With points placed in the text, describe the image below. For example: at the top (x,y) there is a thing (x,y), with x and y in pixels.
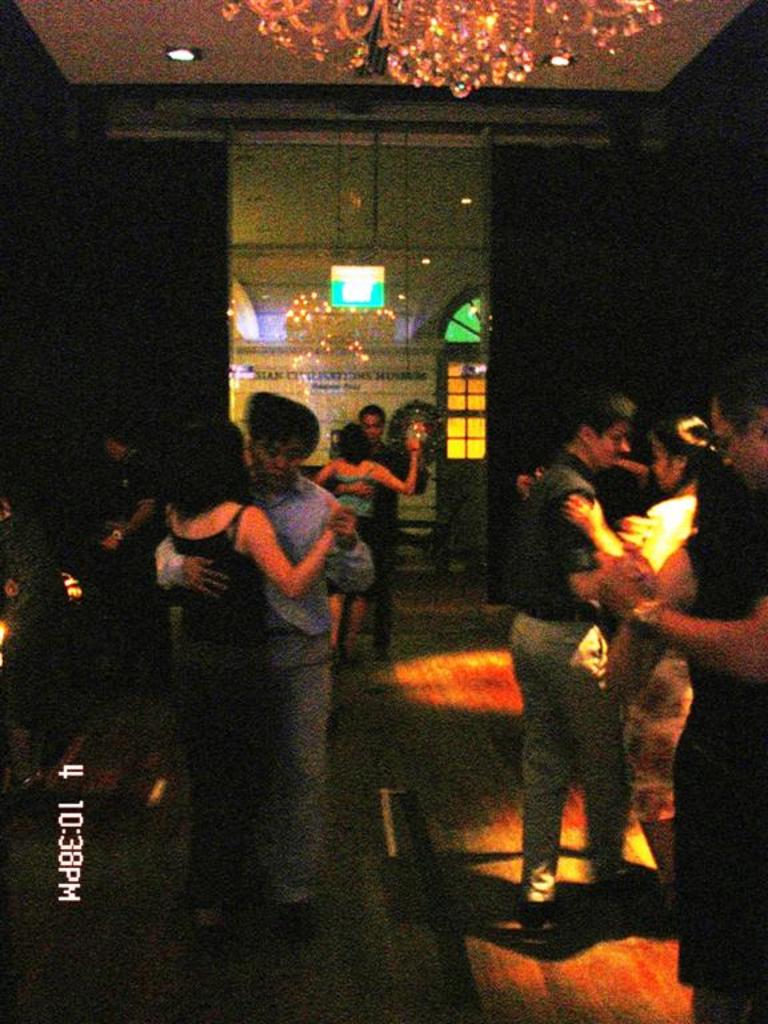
There are many people (135,511) dancing. On the ceiling (339,55) there is a chandelier (439,35). Also there are lights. In the left bottom corner (62,816) there is a watermark (72,869). In the back (324,280) there is a glass wall (399,326). Also there is a window (460,390).
